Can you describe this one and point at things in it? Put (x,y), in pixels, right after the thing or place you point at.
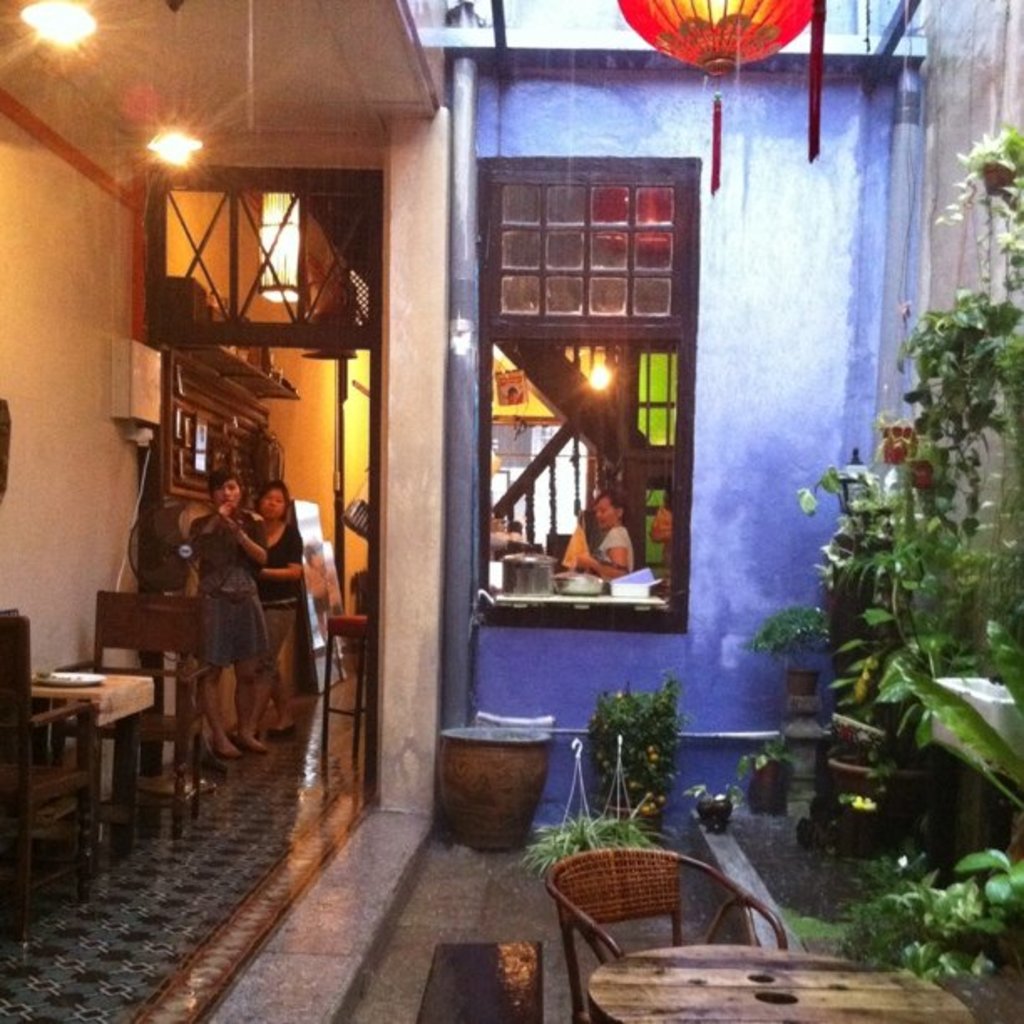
This picture is clicked inside the building (608,403). Here, we see two women (252,582) standing beside the cupboard (182,466). In front of them, we see a table (135,680) on which plate (48,674) is placed. We even see chairs (22,639). At the bottom of the picture (582,933), we see a table (630,972) and a chair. We even see flower pots (831,774) and plants (931,358). Behind that, there is a blue wall (765,361) and a window (544,612) from which we can see the woman (626,560) in the white T-shirt (615,545) is standing. Beside her, we see a table (513,600) on which vessels (527,575) are placed. Beside her, we see a staircase (565,423) and a wall (363,406) in yellow color.
